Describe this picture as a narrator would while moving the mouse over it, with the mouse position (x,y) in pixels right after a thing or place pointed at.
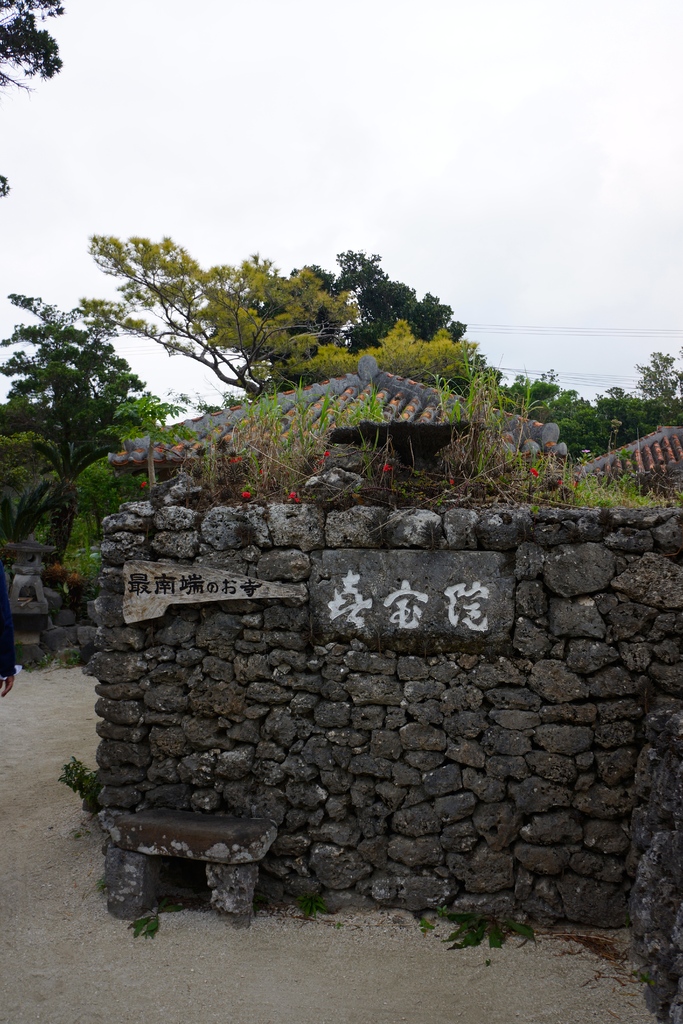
In the center of the image (383,530) we can see roof (634,447), plants (311,450), trees (369,347), stone wall (342,599), board (393,596) are there. At the top of the image (477,147) sky (453,160) is there. At the bottom of the image (416,980) ground (418,990) is there. On the left side of the image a person hand (6,692) is there.
